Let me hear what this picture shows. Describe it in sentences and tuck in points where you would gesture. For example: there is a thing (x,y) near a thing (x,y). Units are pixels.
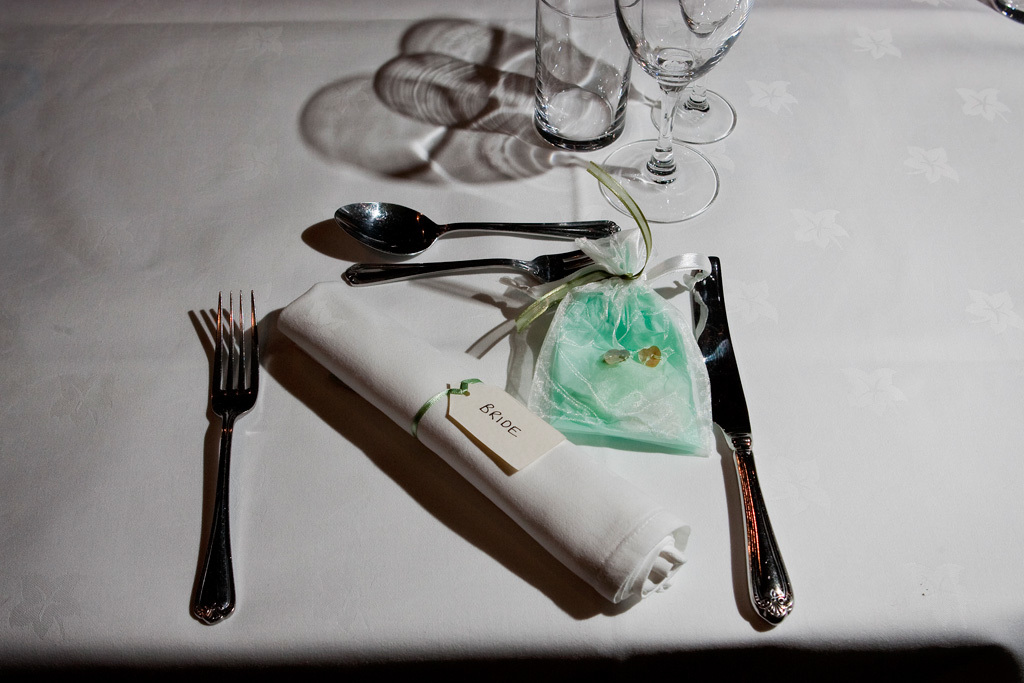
This image consists of a table (395,545). On which there are glasses (606,86), spoons (422,245), fork (229,427) and knife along with a cloth (595,518).
